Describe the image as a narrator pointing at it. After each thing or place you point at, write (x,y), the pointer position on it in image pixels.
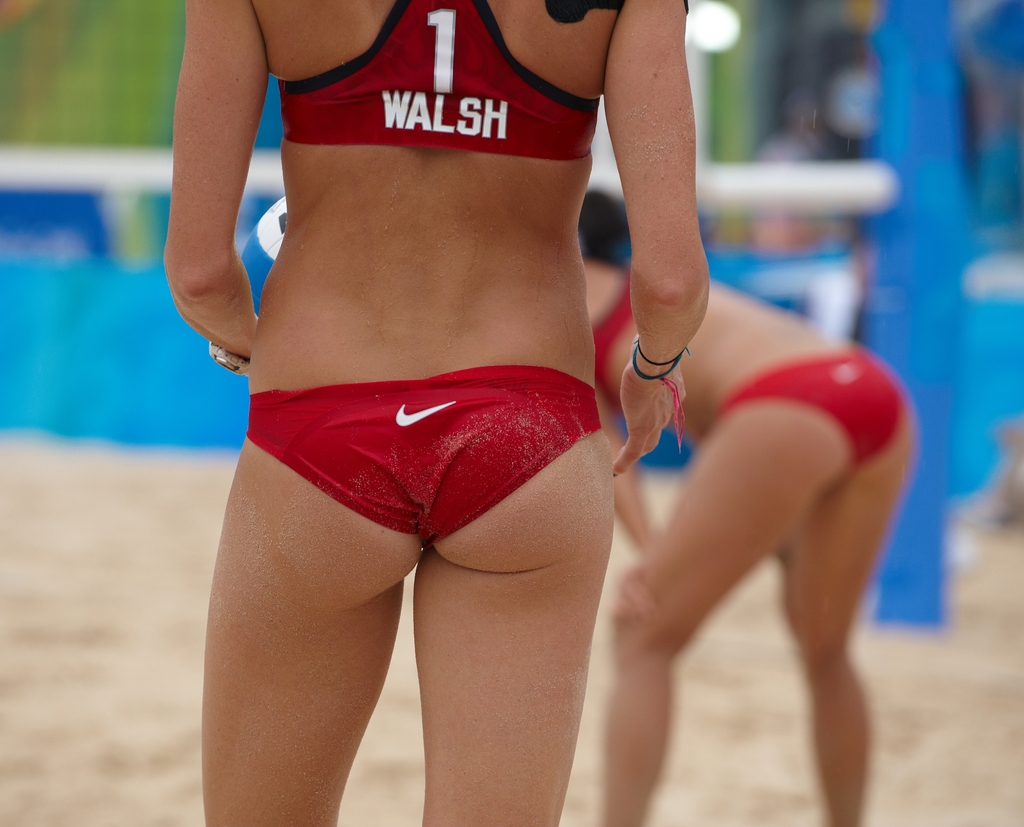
In this image we can see a lady (548,395) standing. At the bottom (147,721) there is sand (158,691). In the background (127,337) there is a board (141,336).
